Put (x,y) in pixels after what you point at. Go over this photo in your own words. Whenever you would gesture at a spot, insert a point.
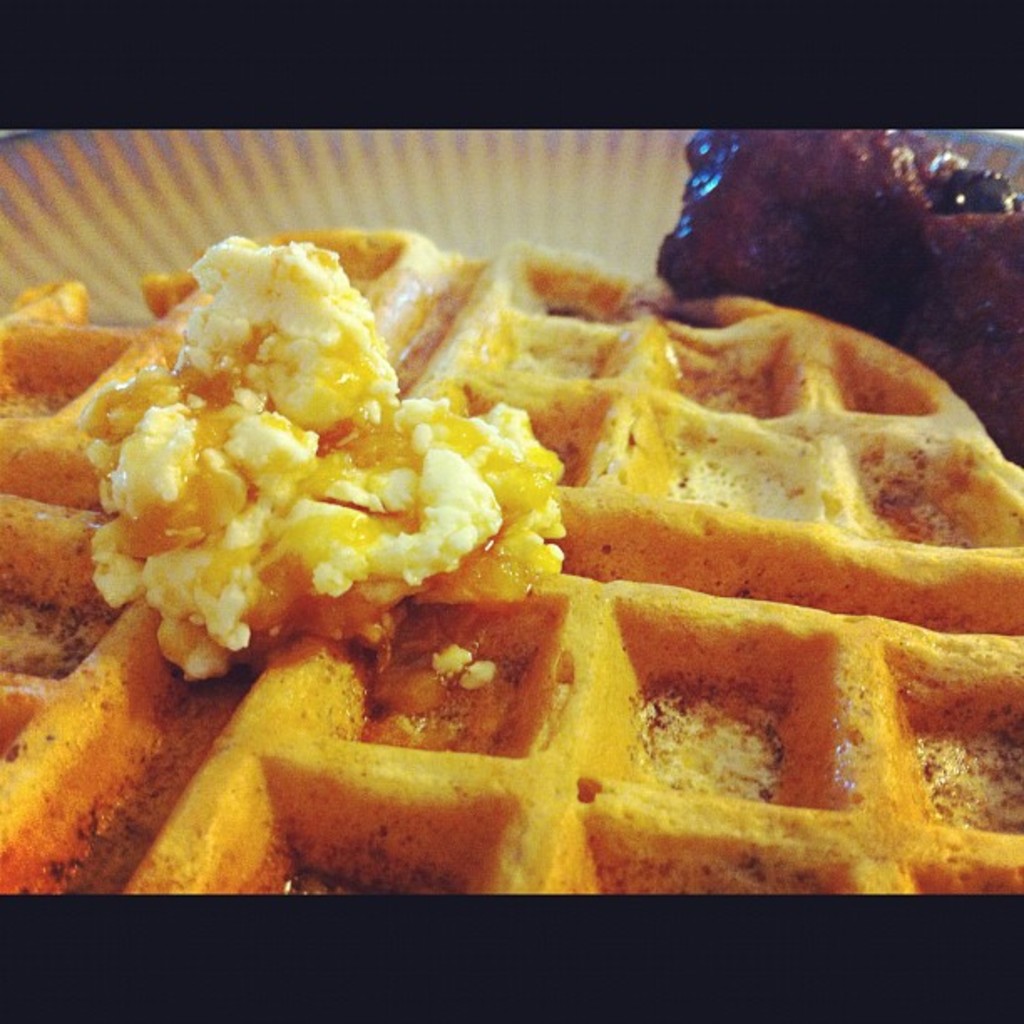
In this image we can see few food products (626,472) placed on some object (496,199).
